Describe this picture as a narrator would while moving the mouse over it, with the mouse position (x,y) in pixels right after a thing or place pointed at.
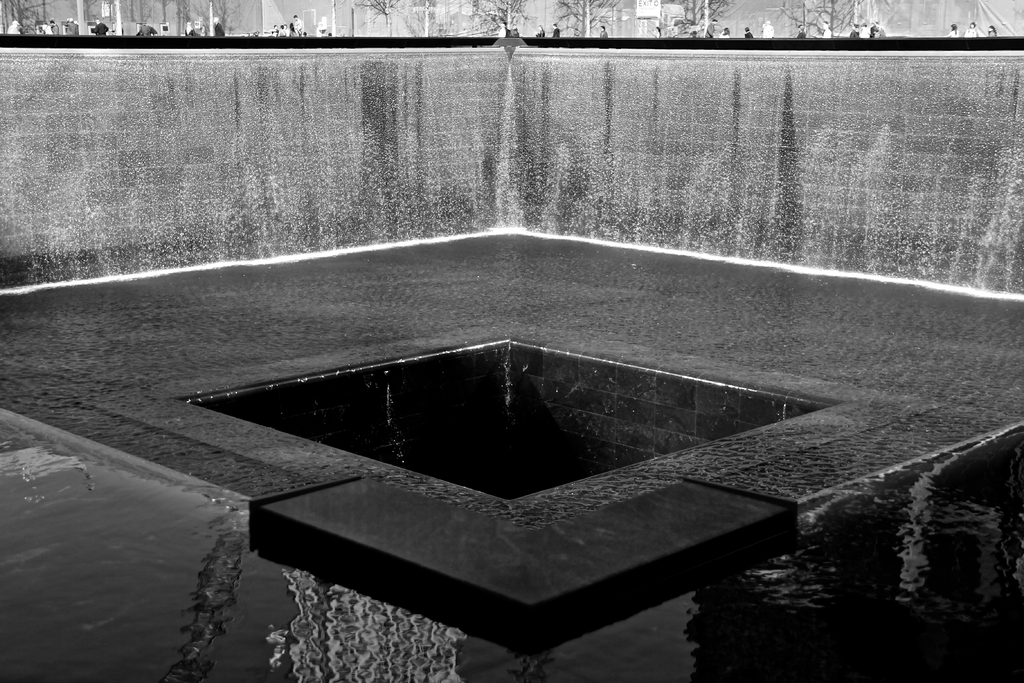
It is a black and white image and in this image we can see the fountain (516,319) and also wall (718,40) and trees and people (750,35). At the bottom (173,537) we can see the water (343,623) and also the ground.
